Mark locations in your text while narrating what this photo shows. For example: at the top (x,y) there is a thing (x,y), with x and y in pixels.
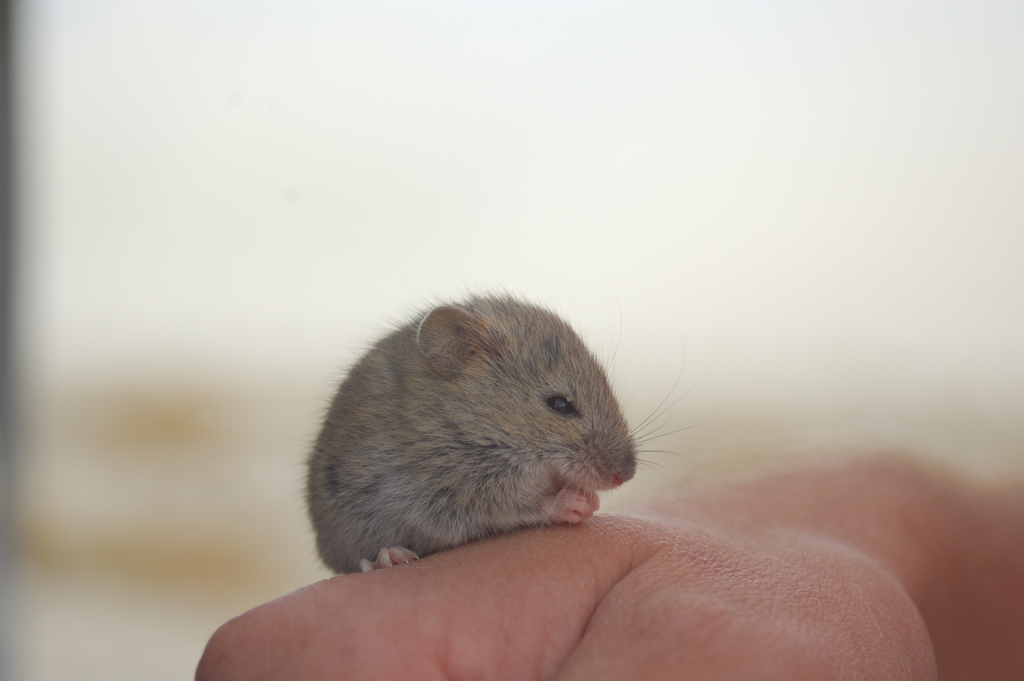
In this picture we can see a rat (404,486) on the hand (547,539) of a person (547,539).
